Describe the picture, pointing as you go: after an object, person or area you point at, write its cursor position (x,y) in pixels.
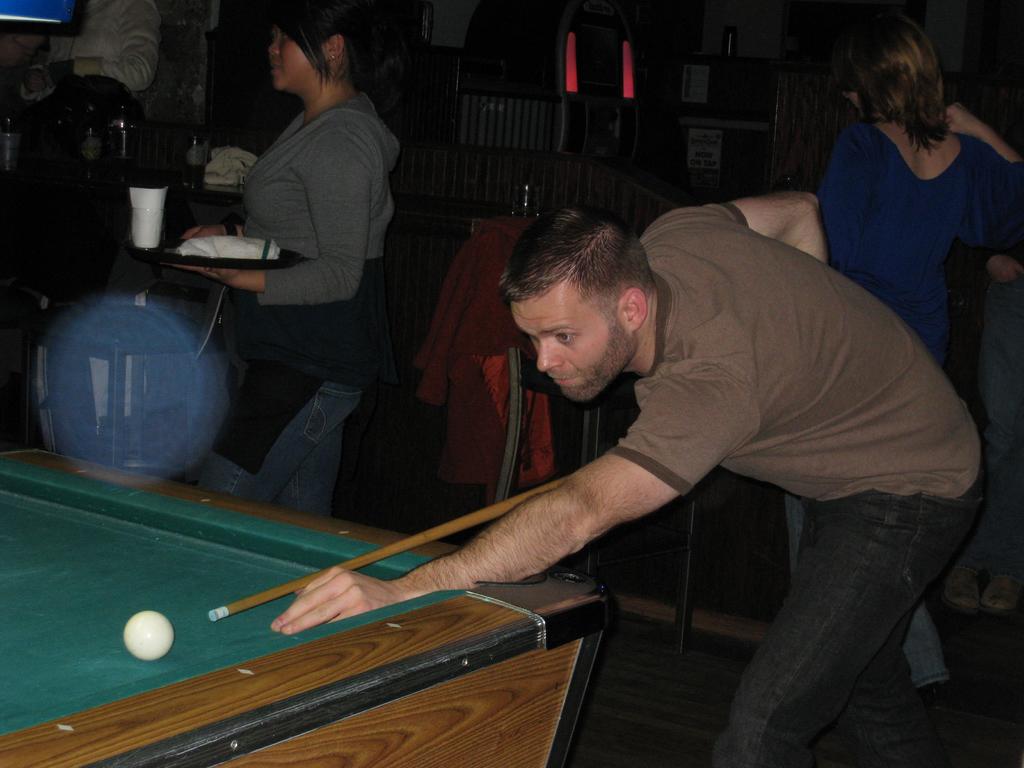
A person (673,398) holding billiard stick (473,521) and playing billiards. In front of him there is a table (278,636). Behind him some persons (367,200) are standing. A lady (340,222) is holding a tray (177,253) with glass (150,204) and some items (212,244). Also there is a chair (510,388) with a jacket (471,312) in the background (472,341).
